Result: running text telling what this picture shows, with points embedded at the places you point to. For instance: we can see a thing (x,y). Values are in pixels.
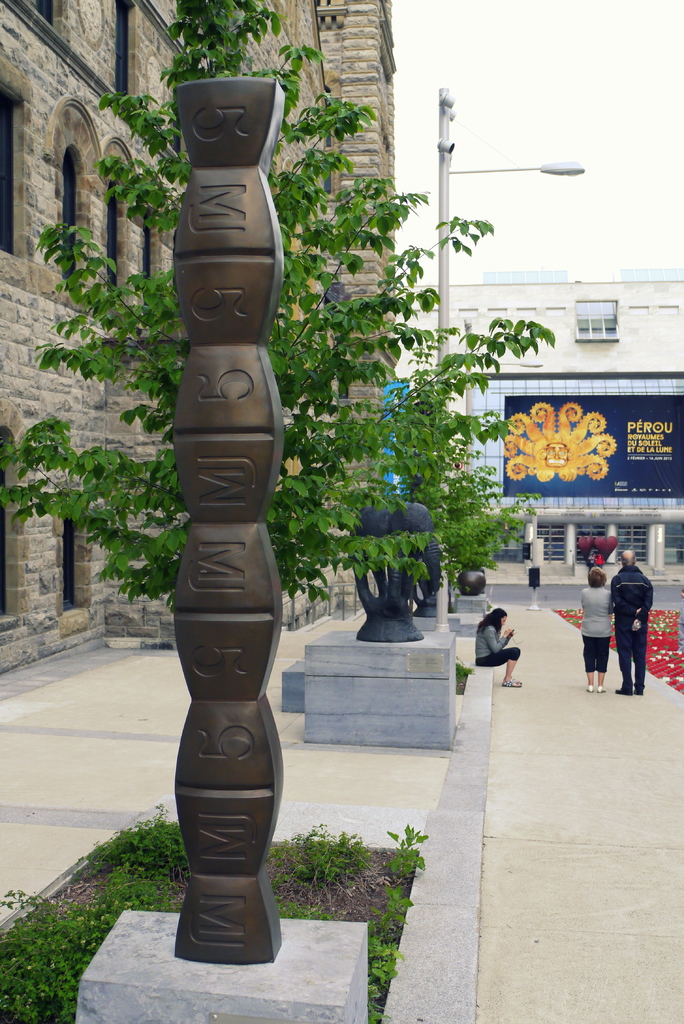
In this picture we can see group of people (632,623), a woman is seated and two (626,632) are standing, beside to them we can find few trees (411,420), pole (445,135), buildings (411,385) and a light (558,172), in the background (520,436) we can see a hoarding (623,400).
